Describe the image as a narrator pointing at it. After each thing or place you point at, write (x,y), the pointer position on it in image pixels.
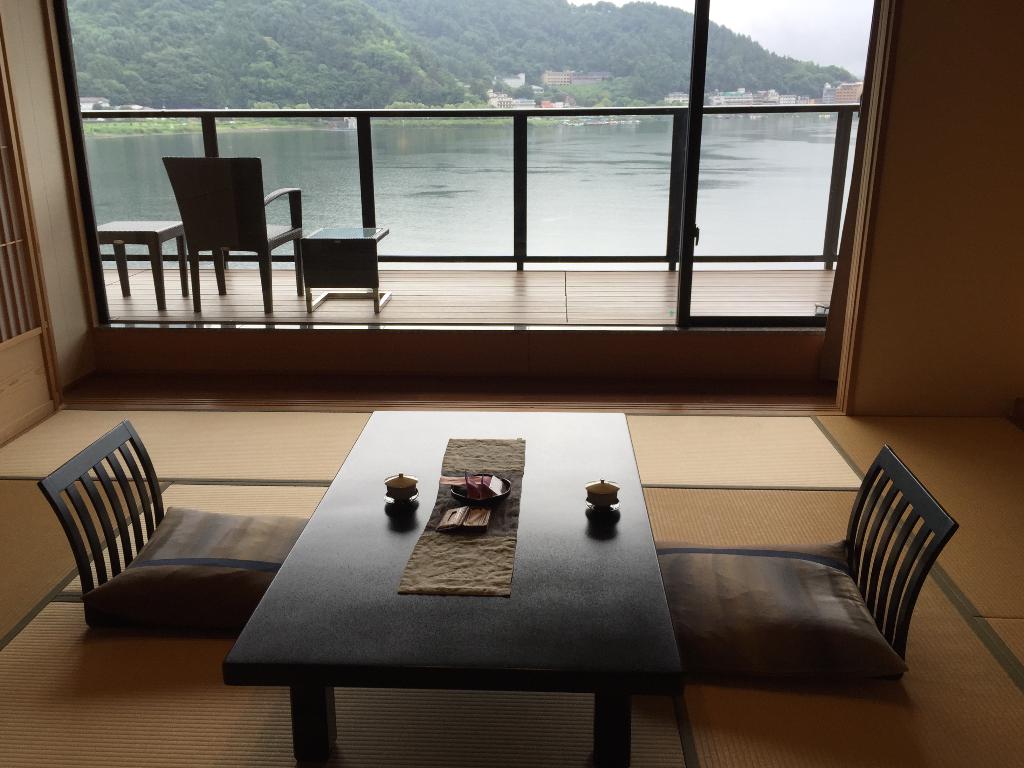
This is clicked inside a building (963,435), there is dining table (362,553) in the front (573,619) with chairs (784,619) on either side of it, in the back (224,228) there are chairs (266,230) on the balcony (389,268) with a lake (546,177) in front of it and over the background (243,38) there is hill (308,48) with trees (532,38) all over it.
